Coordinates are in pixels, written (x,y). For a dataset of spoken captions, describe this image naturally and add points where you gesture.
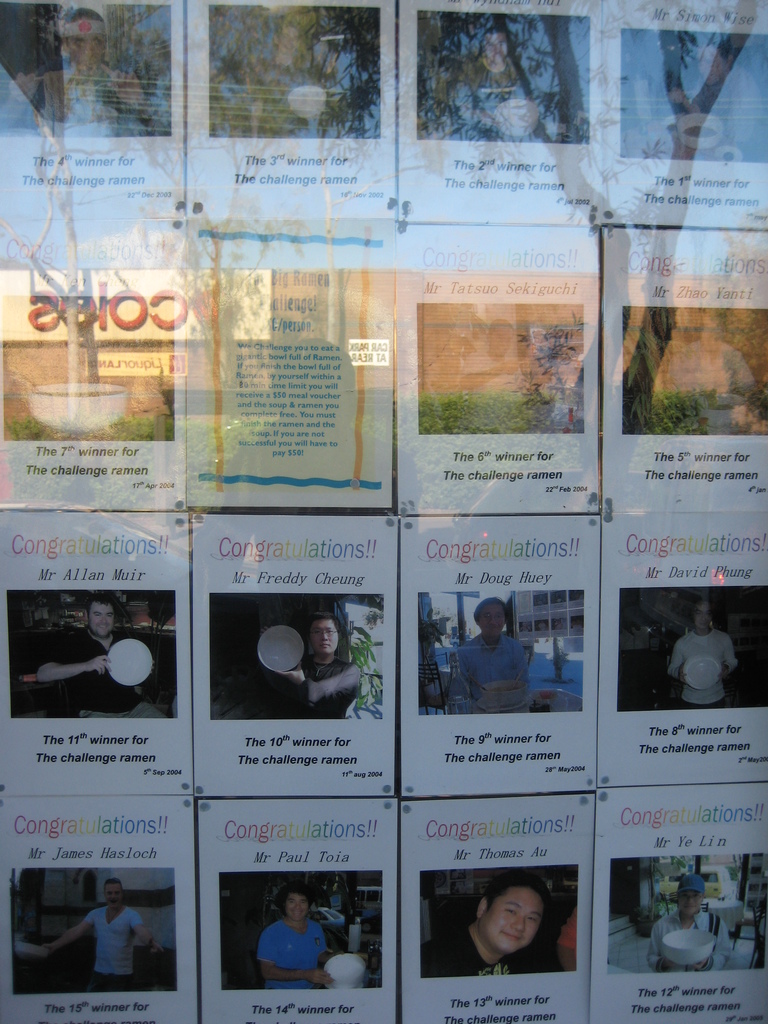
In the picture I can see photos (437,698) of people (290,896) and some other things (671,483). I can also see trees (322,77) and some other objects (318,232).
